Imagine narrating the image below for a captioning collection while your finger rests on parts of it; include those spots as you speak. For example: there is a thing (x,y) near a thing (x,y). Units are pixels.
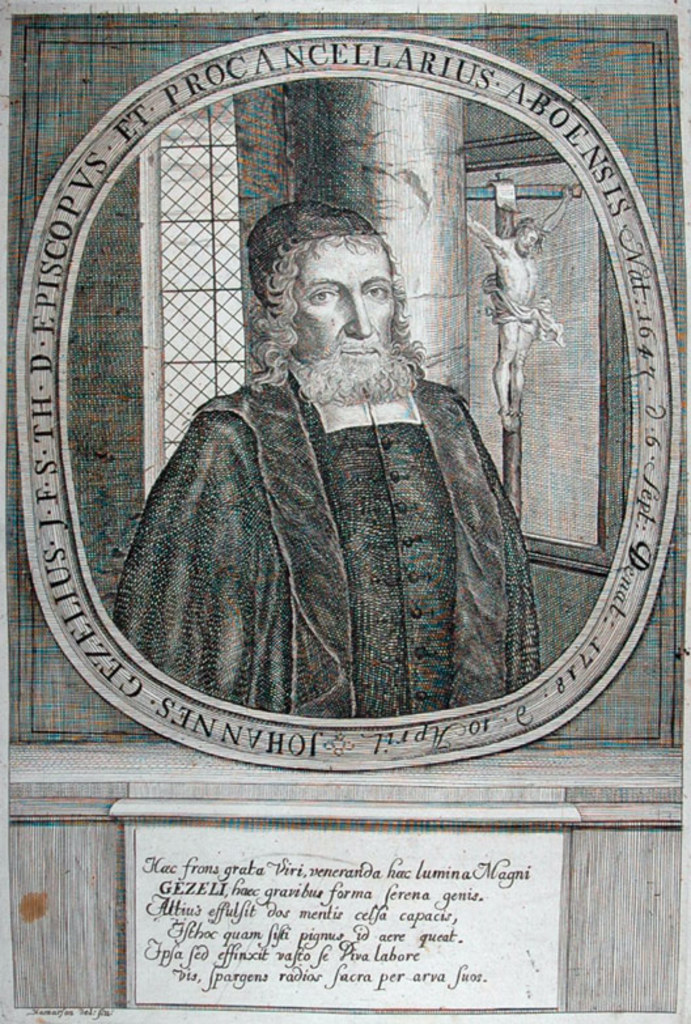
As we can see in the image there is a wall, statue (506,478) and a person (296,468) wearing black color dress (230,524).
